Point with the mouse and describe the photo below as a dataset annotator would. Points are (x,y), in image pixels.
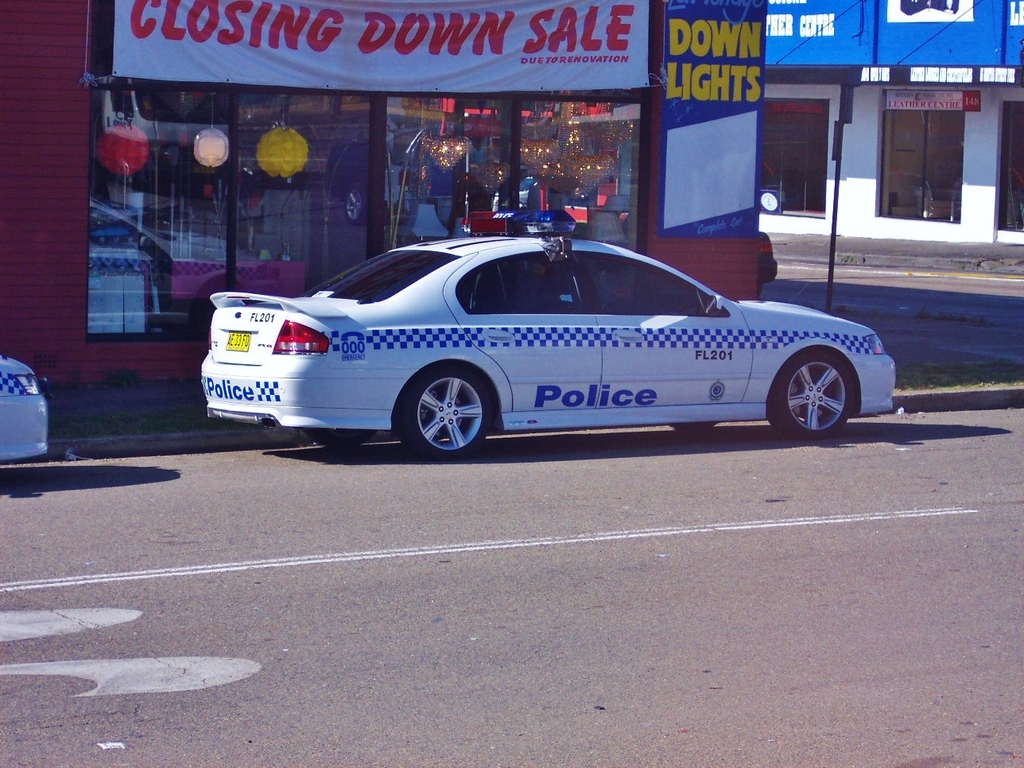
In this image I can see the vehicles (413,436) on the road (586,566). To the side of the road (744,590) I can see the buildings (354,150). I can see the banner (323,63) and boards (718,70) to the building (289,226). I can see the decorative objects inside building (338,141).
